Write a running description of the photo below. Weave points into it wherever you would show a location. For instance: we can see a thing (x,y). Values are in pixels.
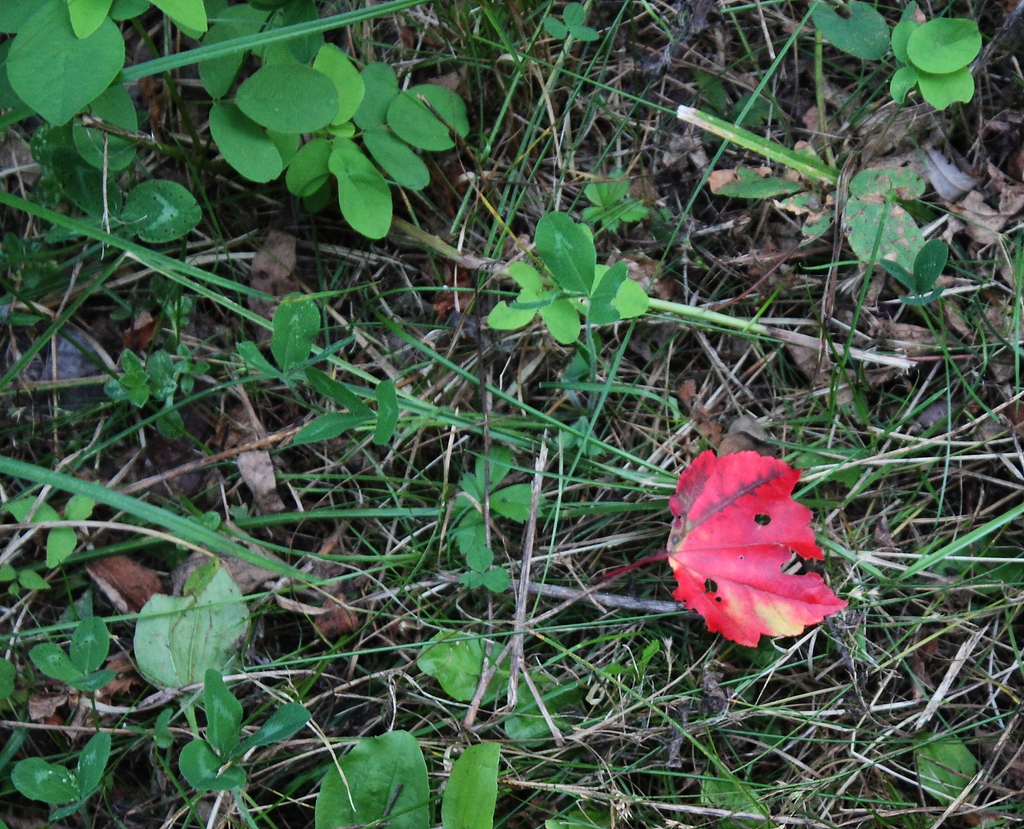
In the image in the center (477,538) we can see plants (617,209), thin sticks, dry leaves (183,579) and one red leaf (684,499).
